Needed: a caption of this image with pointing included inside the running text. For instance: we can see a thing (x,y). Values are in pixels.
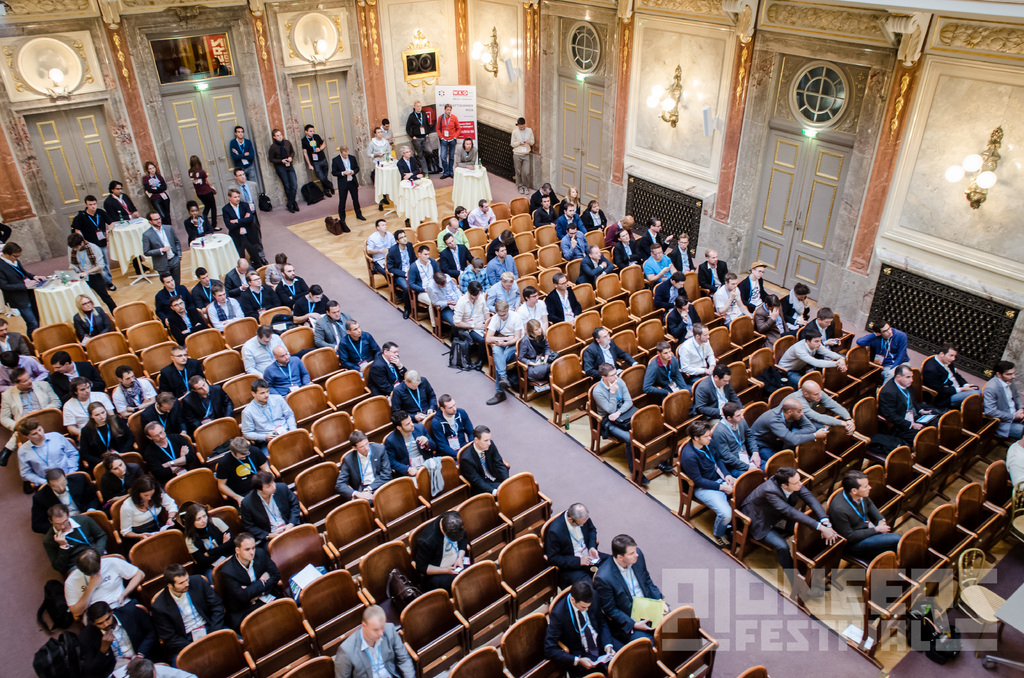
As we can see in the image there are group of people (782,321) here and there. Few of them (359,365) are sitting on chairs (744,400). There is a wall (8,146), door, lights (491,71) and a banner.
